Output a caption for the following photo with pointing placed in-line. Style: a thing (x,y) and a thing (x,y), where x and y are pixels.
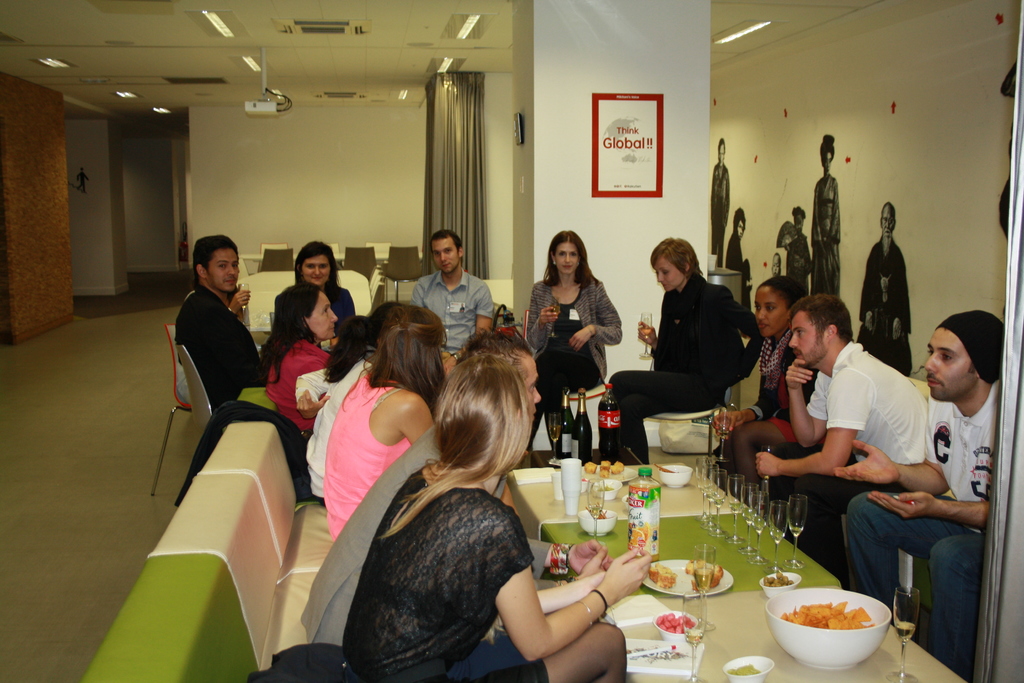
In this image I can see the group of people (419,558) sitting in-front of the table (745,591). On the table (664,523) there are glasses (760,560), bottles (638,522), plate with food (649,577) and a bowl (823,629). In the back (600,159) there is a board (616,150) attached to the wall (569,186).
